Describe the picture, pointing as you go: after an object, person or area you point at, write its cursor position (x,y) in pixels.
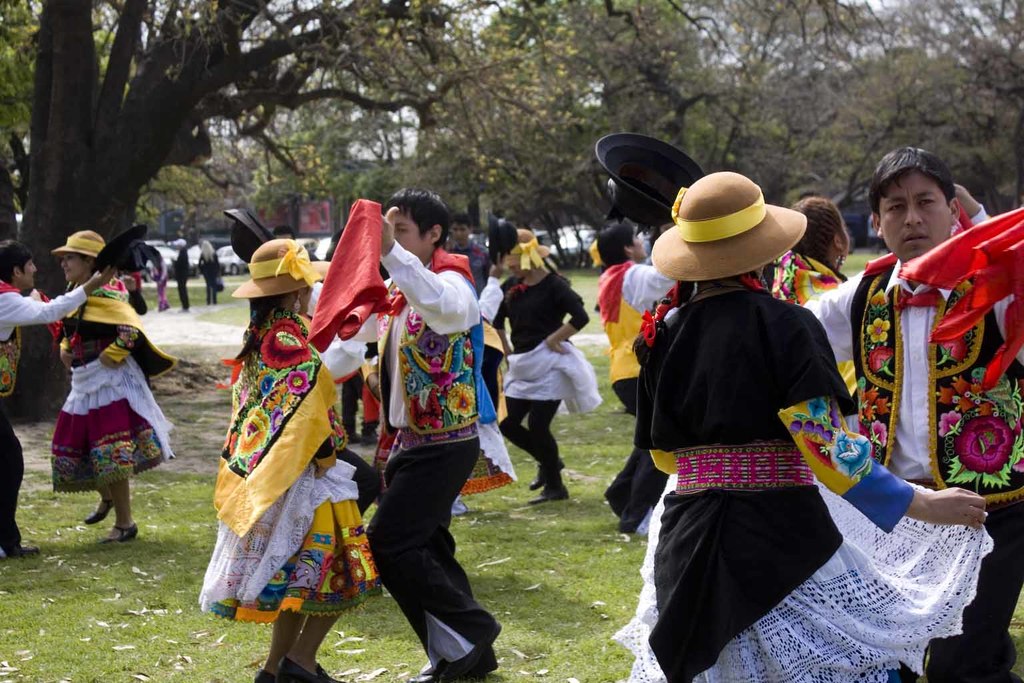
In this image few men (396,358) and women (540,374) are dancing on the grassland (526,513). Women (698,342) are wearing cap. Left side (156,267) there are few persons (187,303) standing on the path (154,313). There are few vehicles (309,248) on the grassland (235,277). Background (48,193) there are few trees (436,123).
